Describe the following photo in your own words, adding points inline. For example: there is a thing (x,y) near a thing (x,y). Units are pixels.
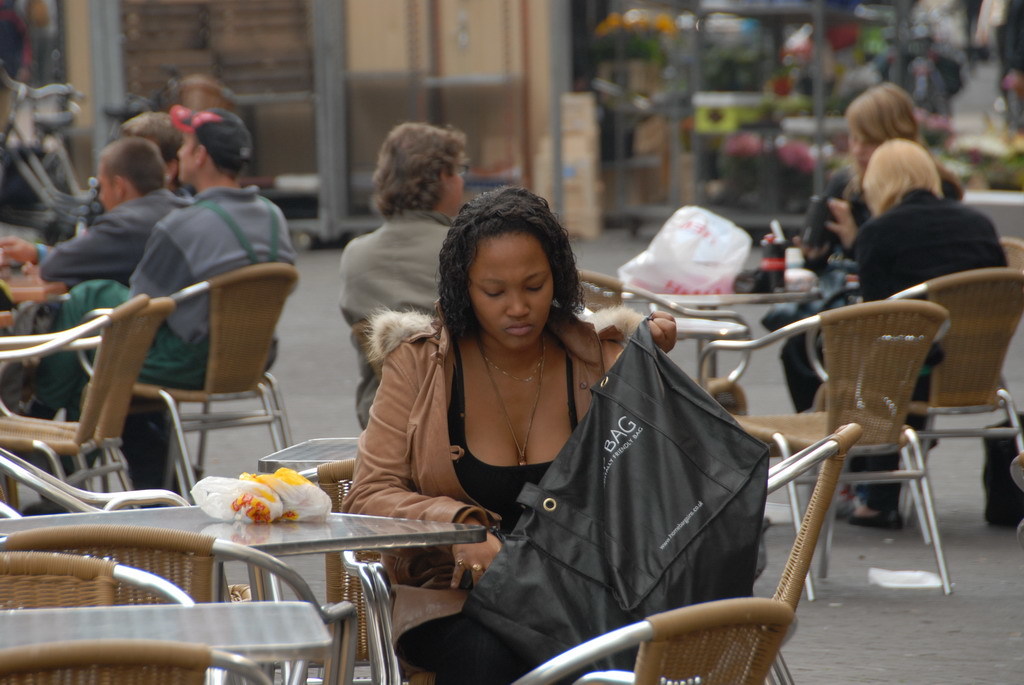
there are many tables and chairs (68,332). people (436,403) are seated on the chairs (55,346) on the road (843,579). behind them there are buildings (495,51). the person (500,493) at the front (502,530) is holding a black color bag (586,531).
